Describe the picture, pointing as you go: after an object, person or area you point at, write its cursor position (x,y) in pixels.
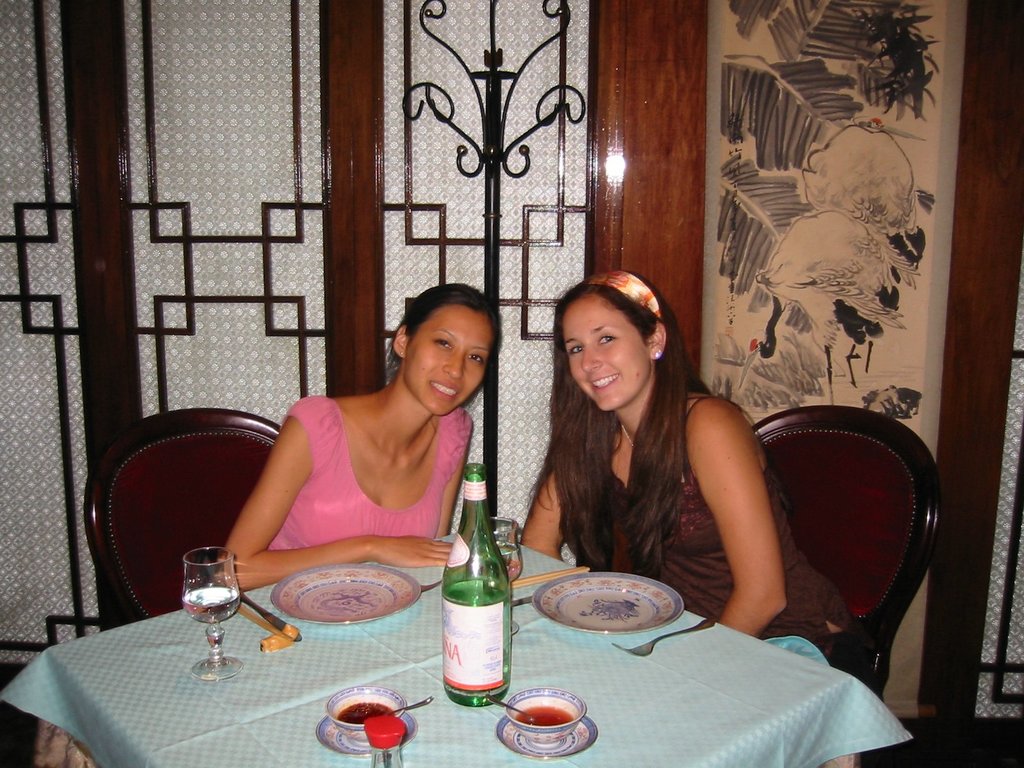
In this picture, two women (690,465) one in pink t-shirt (334,445) and the other in brown sleeveless top (677,583) are sitting on chair (839,499) in front of table (754,701). We see glass bottle (457,597), bowl (351,711), spoon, plate (329,728) and glass (235,606), which are placed on the table (580,656). Behind them, we see glass doors (274,102) and beside that, we see a painting (769,247) which is in white and black color.
